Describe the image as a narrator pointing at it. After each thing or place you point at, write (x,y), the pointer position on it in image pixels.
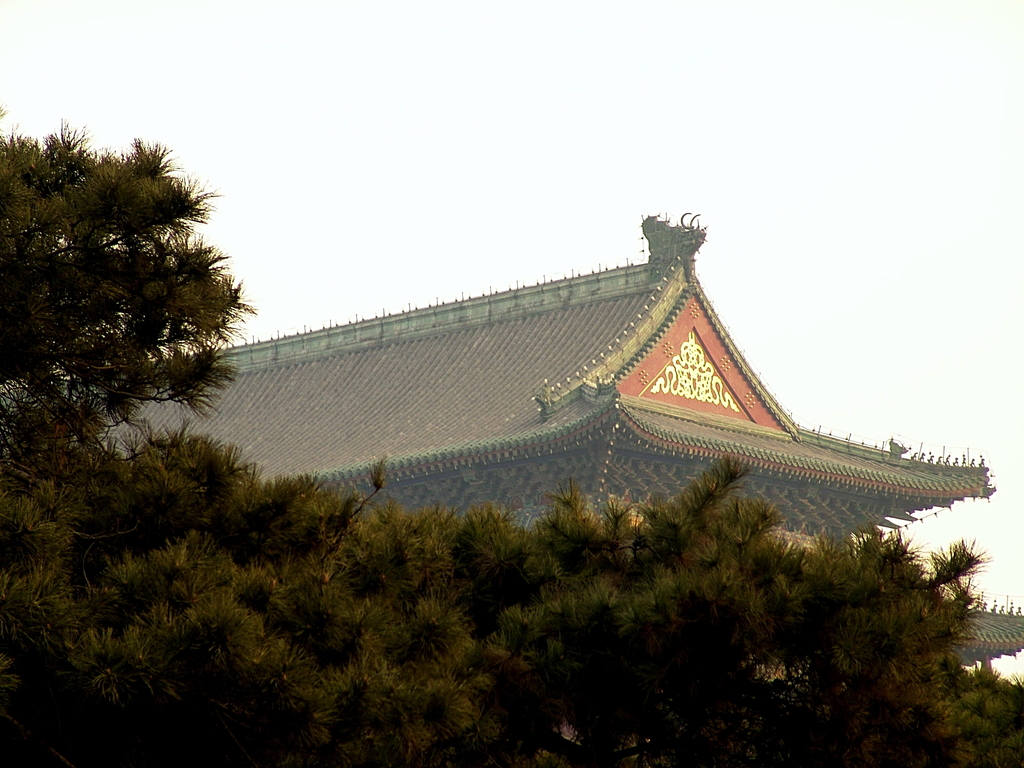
At the bottom of this image (739,707), there are trees (195,385). In the background (818,445), there is a roof (253,343) and there are clouds (941,121) in the sky (594,62).
